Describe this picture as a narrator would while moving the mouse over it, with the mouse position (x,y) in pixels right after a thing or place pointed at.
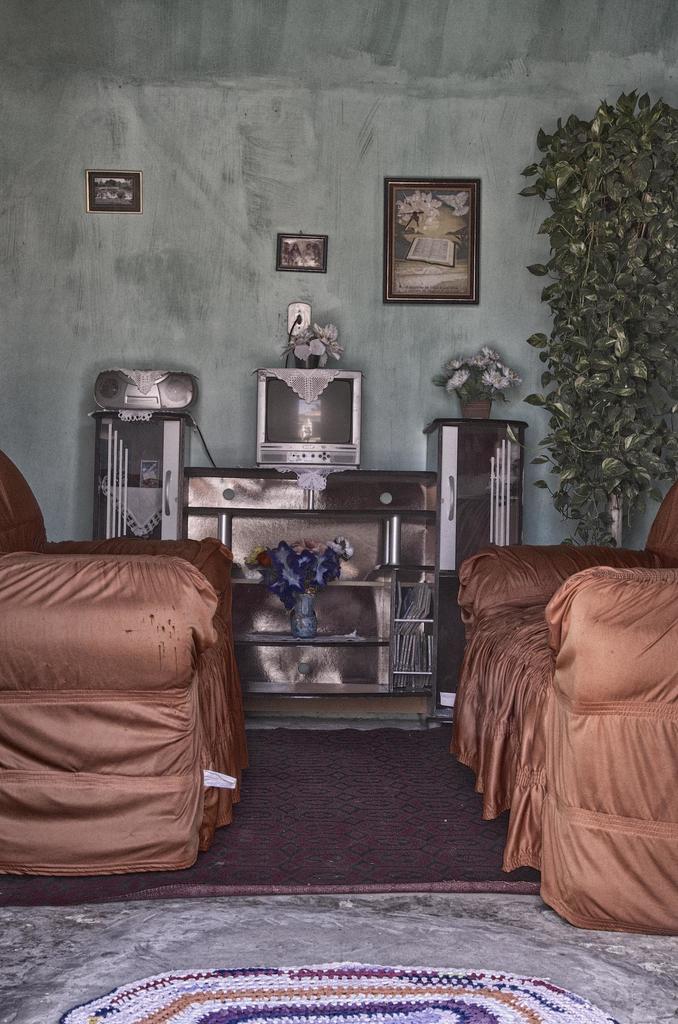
In this image we can see two sofa (1,804) which are on the either side of a room (14,406). This is a wooden table (249,513) where a television (343,454) and flower vase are kept on it. This is a photo frame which is fixed to a wall (409,117).
